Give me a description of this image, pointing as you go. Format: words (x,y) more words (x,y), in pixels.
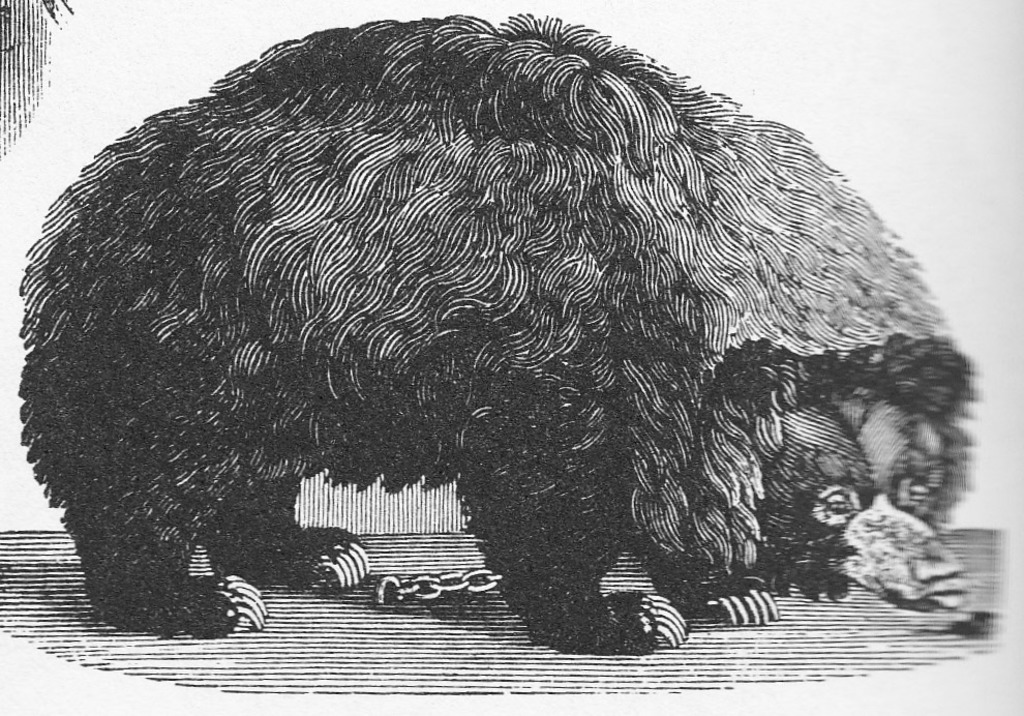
In this image we can see the poster (468,342) of an animal (375,208) and there are black lines (404,556). And we can see the white background (110,111).
